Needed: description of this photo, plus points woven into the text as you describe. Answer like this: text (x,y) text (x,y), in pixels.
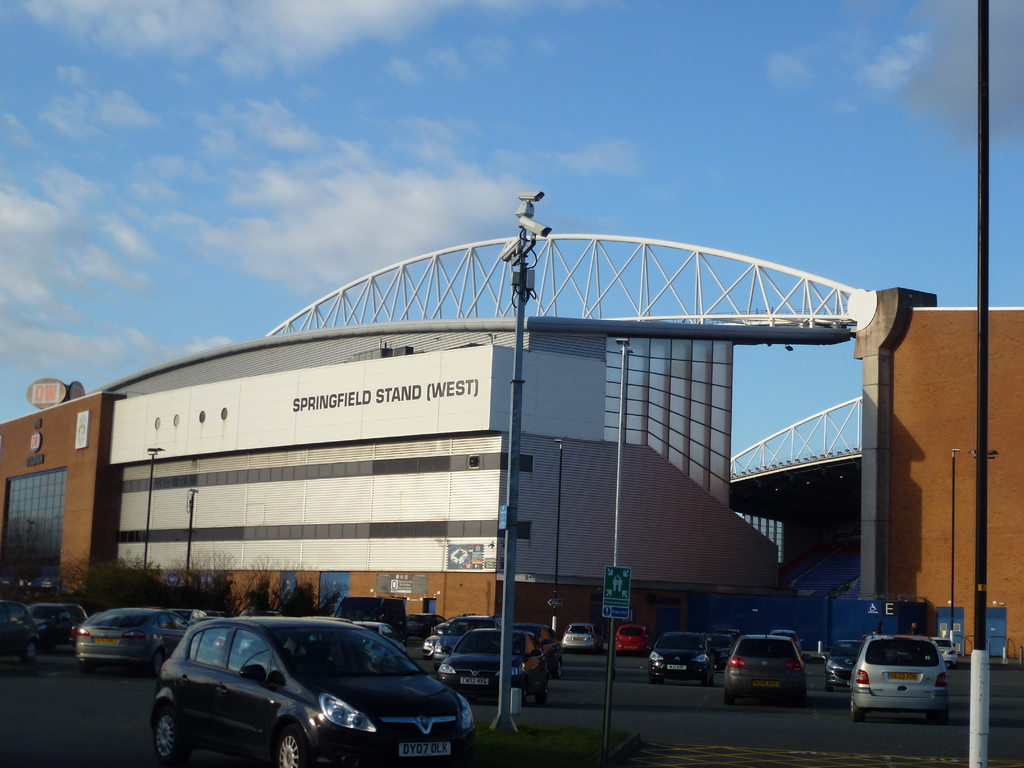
In this image I can see the road (146,710), few vehicles (269,660) on the road (62,718), few poles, few boards (616,594) and few cameras (527,208). In the background (472,500) I can see few trees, a huge building (426,472) and the sky (26,86).
